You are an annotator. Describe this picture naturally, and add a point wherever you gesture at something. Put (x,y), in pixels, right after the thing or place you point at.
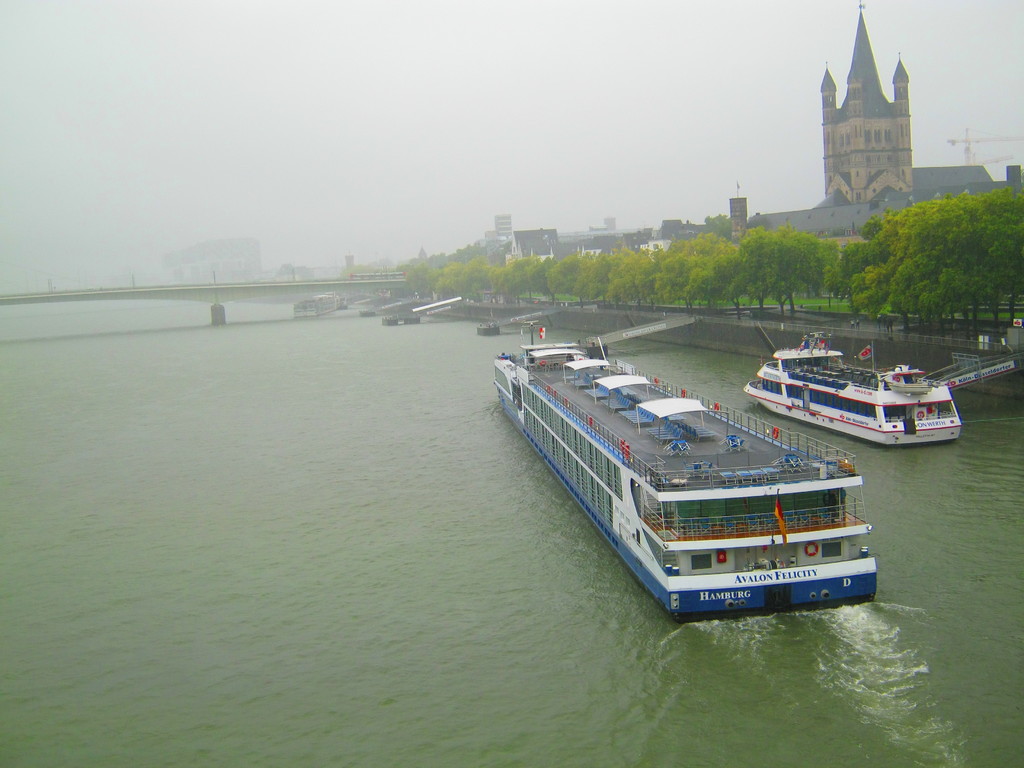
In this image I can see the water (341,615) and few boats (679,481) which are white, blue and red in color on the surface (374,367) of the water (388,367). In the background (566,265) I can see a bridge (215,311), few trees (535,280), few buildings (559,250), few cranes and the sky (437,124).
